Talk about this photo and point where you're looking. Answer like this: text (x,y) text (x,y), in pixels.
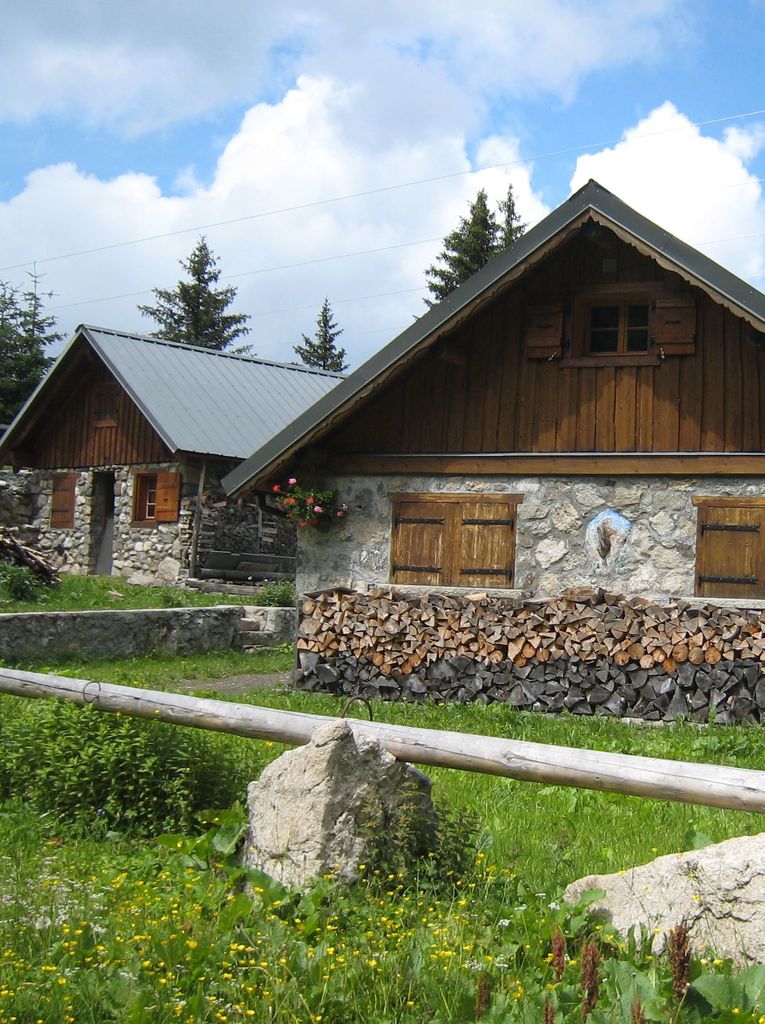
In this picture, we see two cottages (366,493) which are made up of cobblestones (151,545). At the bottom of the picture (276,927), we see the grass (242,926) and the herbs (155,827). We even see stones (311,781) and wooden pole (279,736). There are many trees (6,334) in the background (33,376). At the top of the picture (315,194), we see the sky (374,101) and clouds (329,111).
